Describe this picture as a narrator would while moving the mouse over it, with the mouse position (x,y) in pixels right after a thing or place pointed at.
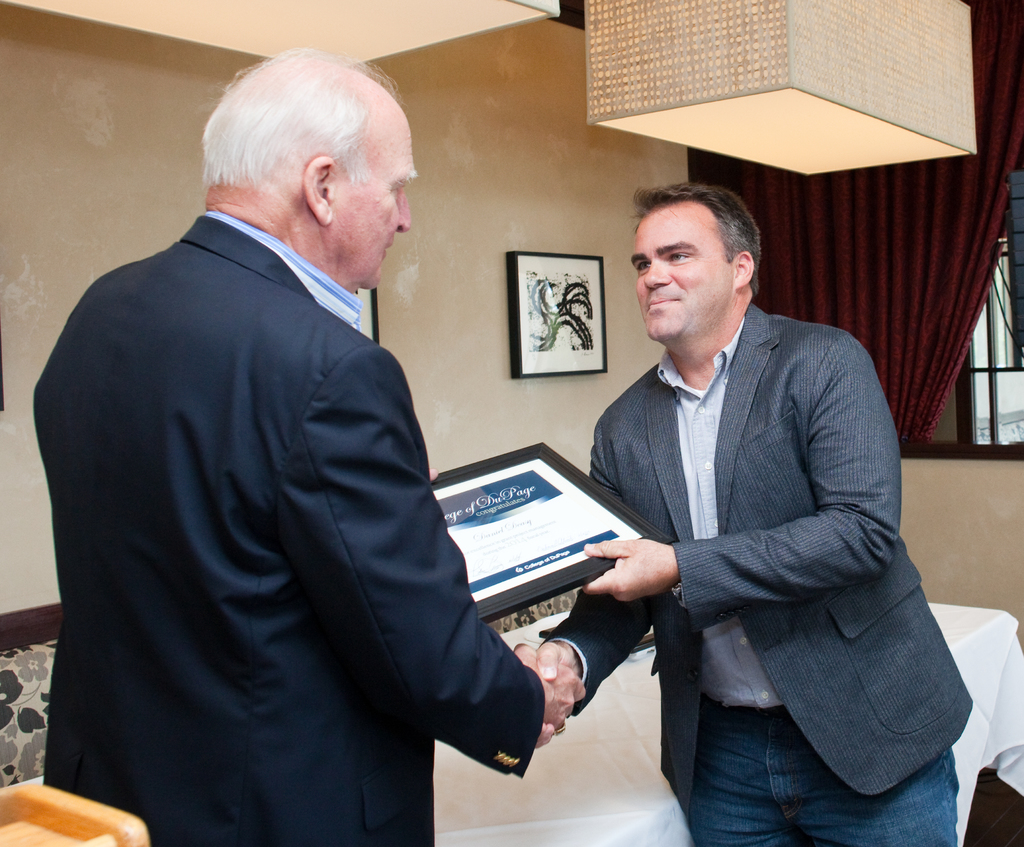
In the picture I can see two men (588,544) are standing and giving handshake to each other. The man (625,634) on the right side (685,647) is holding something in the hand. In the background (496,443) I can see a photo frame (522,368) attached to the wall (526,221), curtains (851,249) and some other things (579,765).
